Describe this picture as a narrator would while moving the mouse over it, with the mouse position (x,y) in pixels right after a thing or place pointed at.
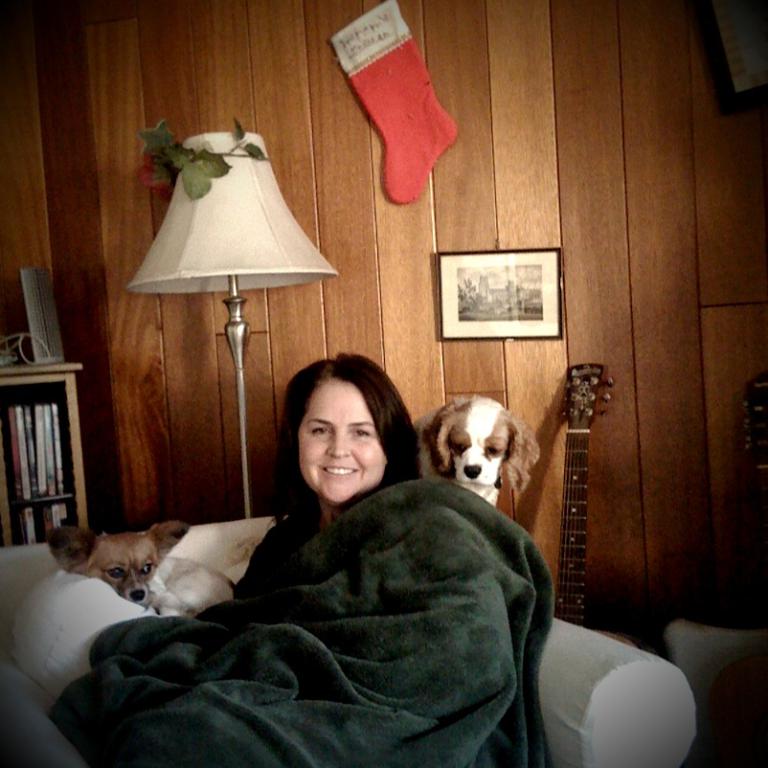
In the picture I can see a woman (292,504) covered with a blanket (338,638) is sitting on the white color sofa (628,649) and smiling, here we can see two dogs (166,543), I can see a guitar (564,603), floor lamp (218,275), books (42,441), kept on a shelf (67,446) and I can see the red color sock (403,189) and photo frame (471,313) fixed to the wooden wall (221,321).
